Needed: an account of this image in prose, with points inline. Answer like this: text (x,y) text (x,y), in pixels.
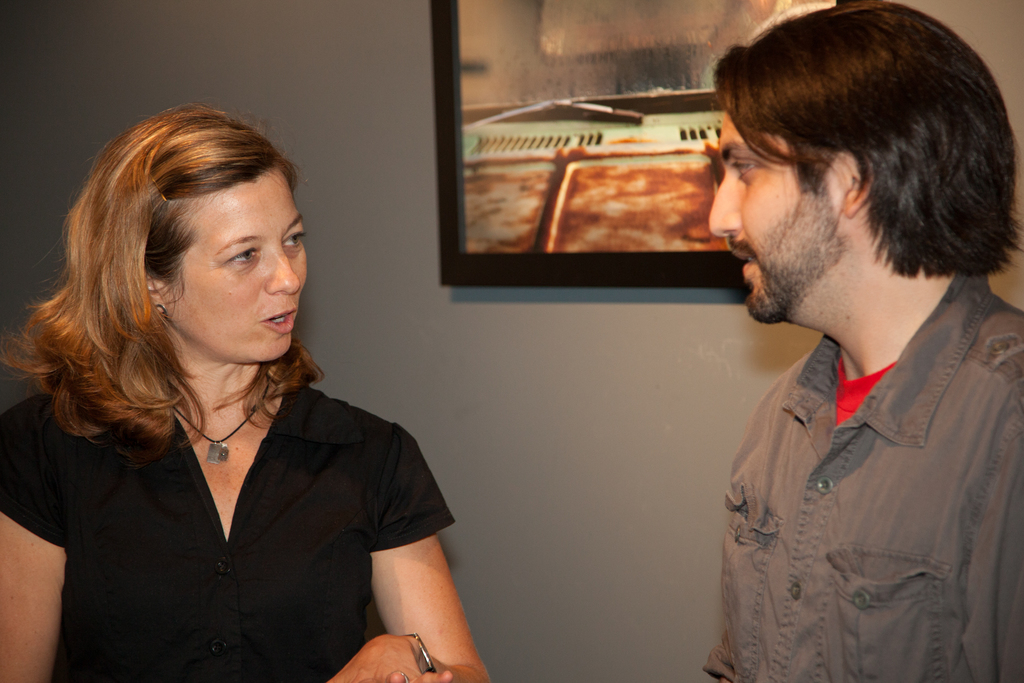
In this picture there is a man (994,144) who is standing on the right side of the image (857,289) and there is a woman (281,360) on the left side of the image (320,603), there is a portrait (550,247) on the wall (318,55) in the center of the image (555,260).
